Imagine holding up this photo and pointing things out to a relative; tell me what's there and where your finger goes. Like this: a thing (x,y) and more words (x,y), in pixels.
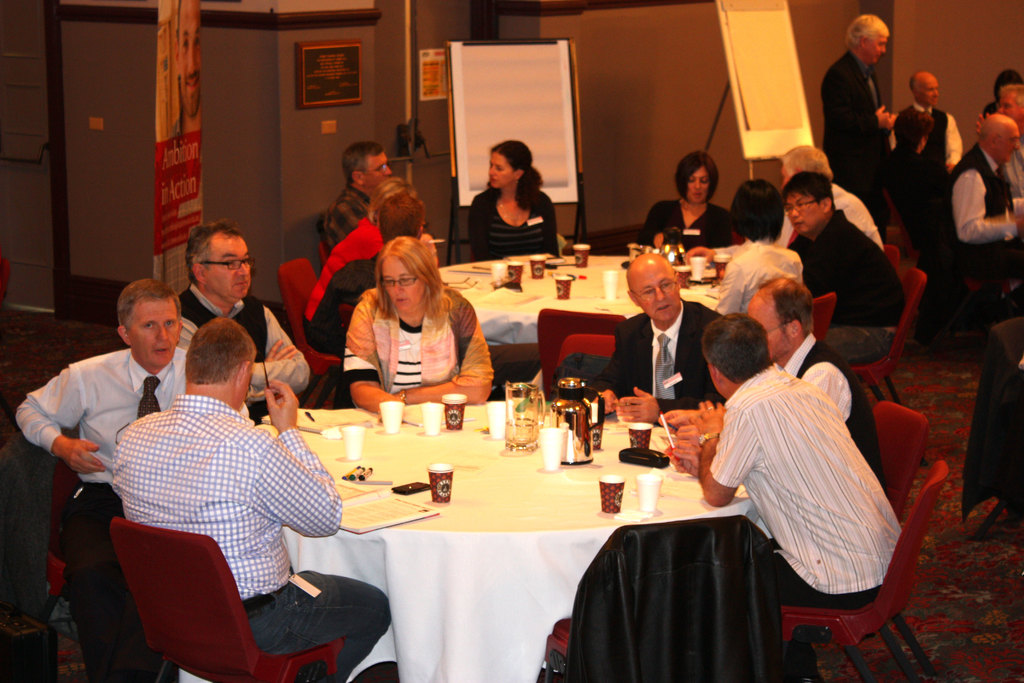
In this picture we can see a group of people (680,344) sitting on a chair (729,524), and in front (511,463) here is the table (466,497), glasses (452,402), jar (520,394) and books (386,522) some other objects (363,475) on it, and at back (417,224) some other persons (430,240) are sitting and talking, and at opposite some other persons (893,112) are standing on the floor (942,334), and here are some hoarding (786,90), and here is the wall (361,106) and photo frame (322,67) on it.
